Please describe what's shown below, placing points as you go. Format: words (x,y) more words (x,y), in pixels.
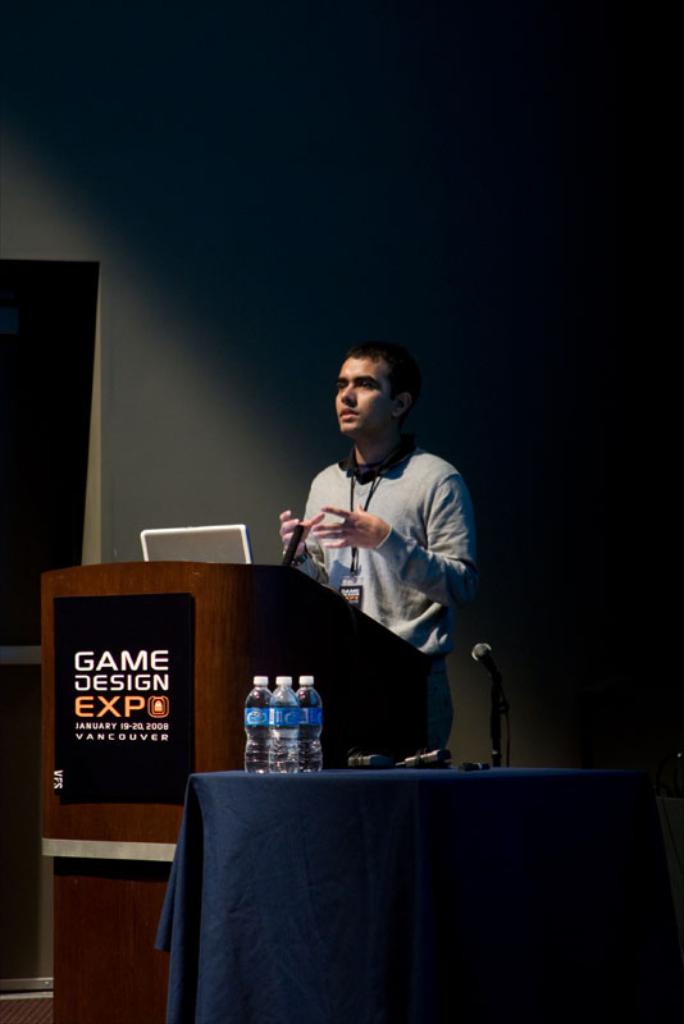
In this image I can see a man (411,632) standing in front of the podium (248,638). Just beside him there is a table (319,860) which is covered with a cloth (443,894) on which few bottles (302,736) are placed. In the background (297,213) I can see a wall (204,196).
